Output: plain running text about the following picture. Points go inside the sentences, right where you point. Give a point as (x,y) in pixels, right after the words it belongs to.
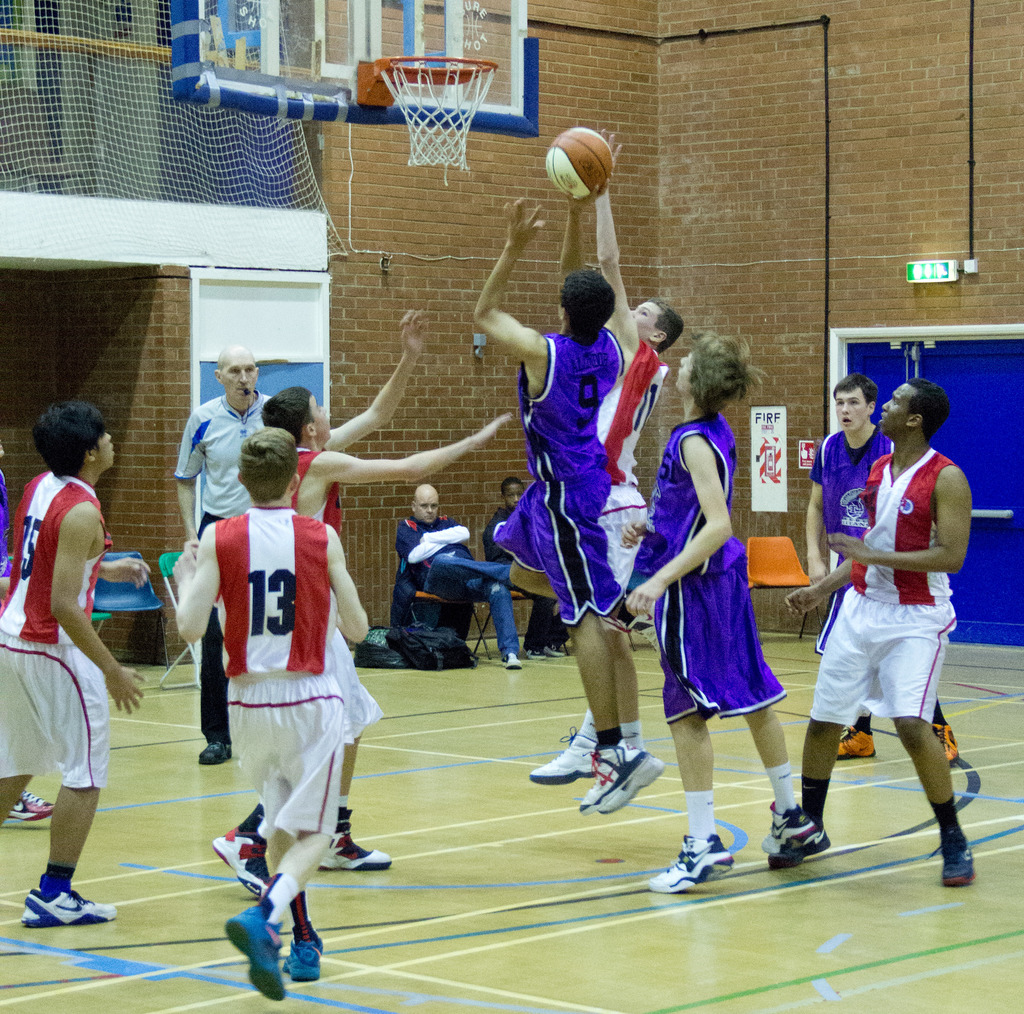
In this image I can see few people (576,376) are playing basketball. On the top side of this image (490,63) I can see a basket ring (413,95) and a board (423,50). I can also see a basketball (566,136) in the air (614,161). In the background (413,626) I can see two persons (509,603) are sitting on chairs (519,595), two black colour bags (421,662) and few empty chairs (779,553). I can also see a blue colour door (983,527) and a white colour board (751,451) on the wall (777,380). On the right side of this image (954,269) I can see a green colour thing (921,265) and few black colour things (970,136) on the wall (818,229).
